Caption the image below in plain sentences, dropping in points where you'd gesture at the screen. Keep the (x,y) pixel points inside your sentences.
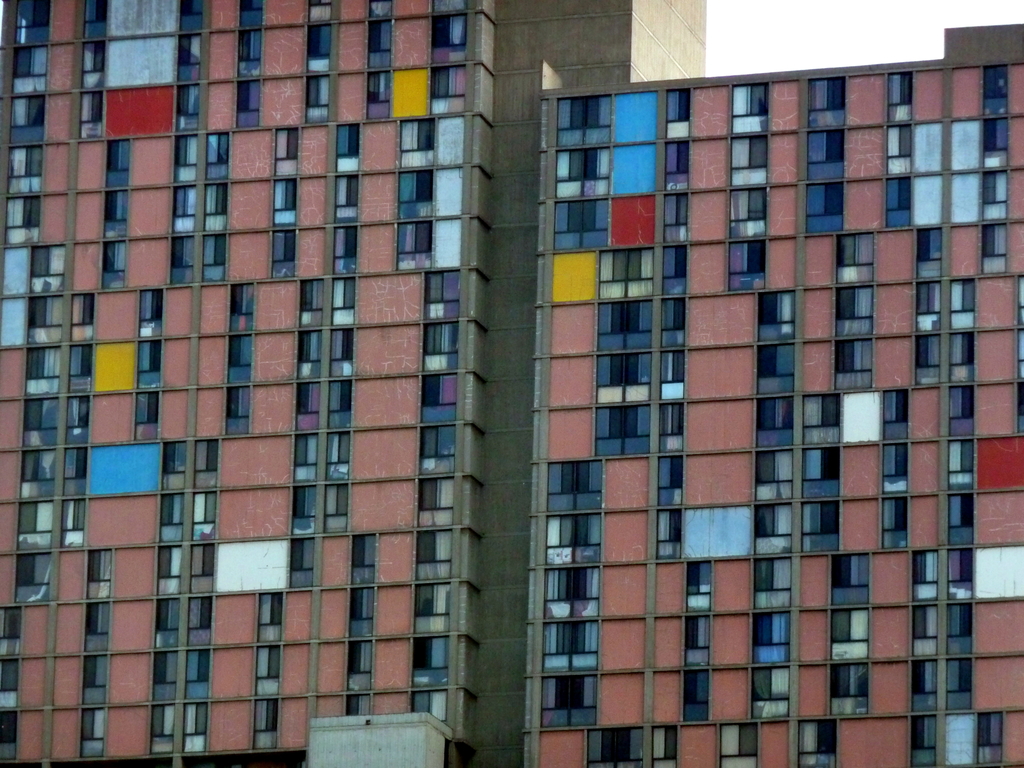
This picture is taken from outside of the building (466,278). In this image, we can see a building (567,353) and a glass window (308,360).
